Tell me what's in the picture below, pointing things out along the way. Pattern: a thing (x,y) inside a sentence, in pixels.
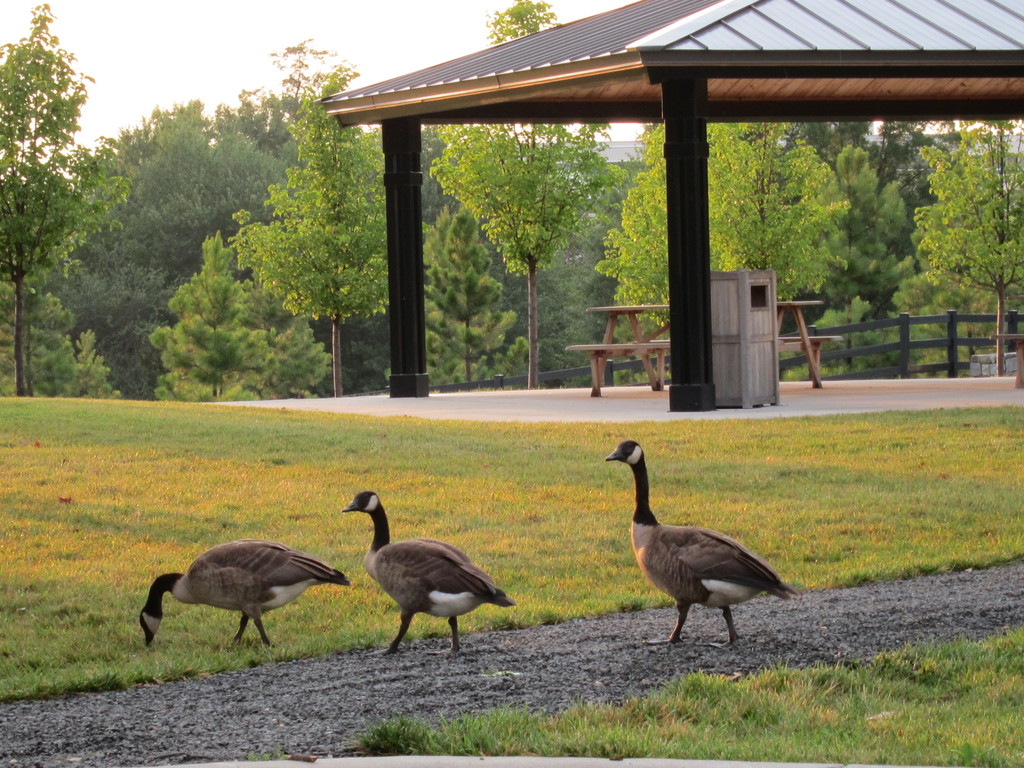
In the foreground of the picture (266,595) there are wild goose (262,581), path (489,690) and grass (651,715). In the center of the picture (634,268) there are trees (499,290), bench (586,348), roof (1003,16), dustbin (744,327) and railing (906,339). In the background (888,333) there are trees (598,162). Sky (446,11) is sunny.
